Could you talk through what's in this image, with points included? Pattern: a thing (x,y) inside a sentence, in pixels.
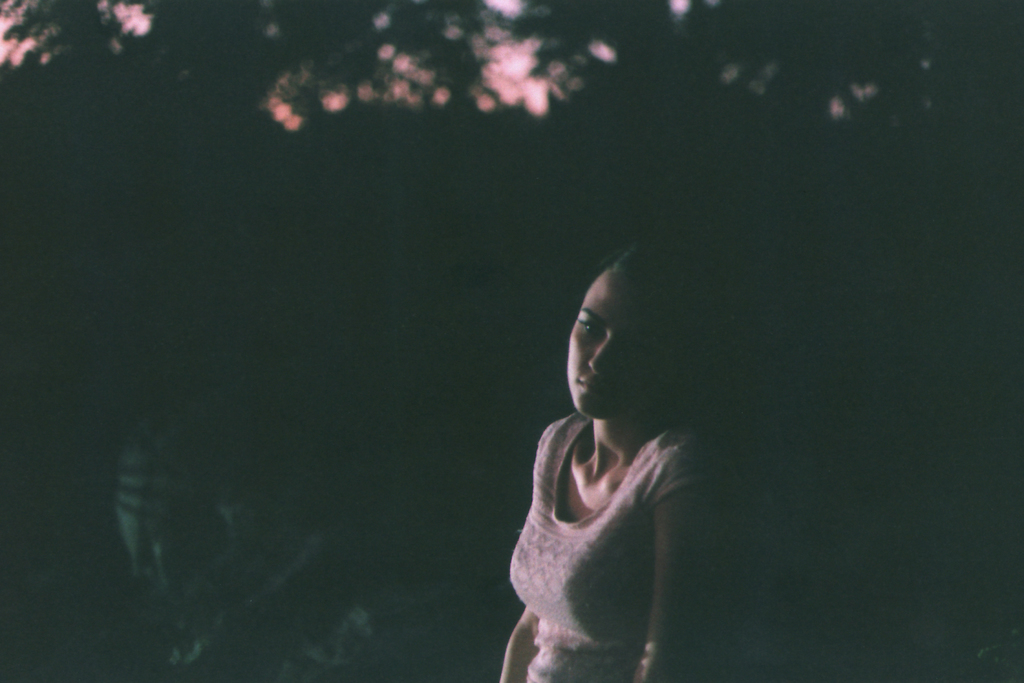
In this picture we can see a woman (667,560) who is wearing white t-shirt (621,604). On the background (714,454) we can see trees (770,106). Here it's a sky (507,61).
